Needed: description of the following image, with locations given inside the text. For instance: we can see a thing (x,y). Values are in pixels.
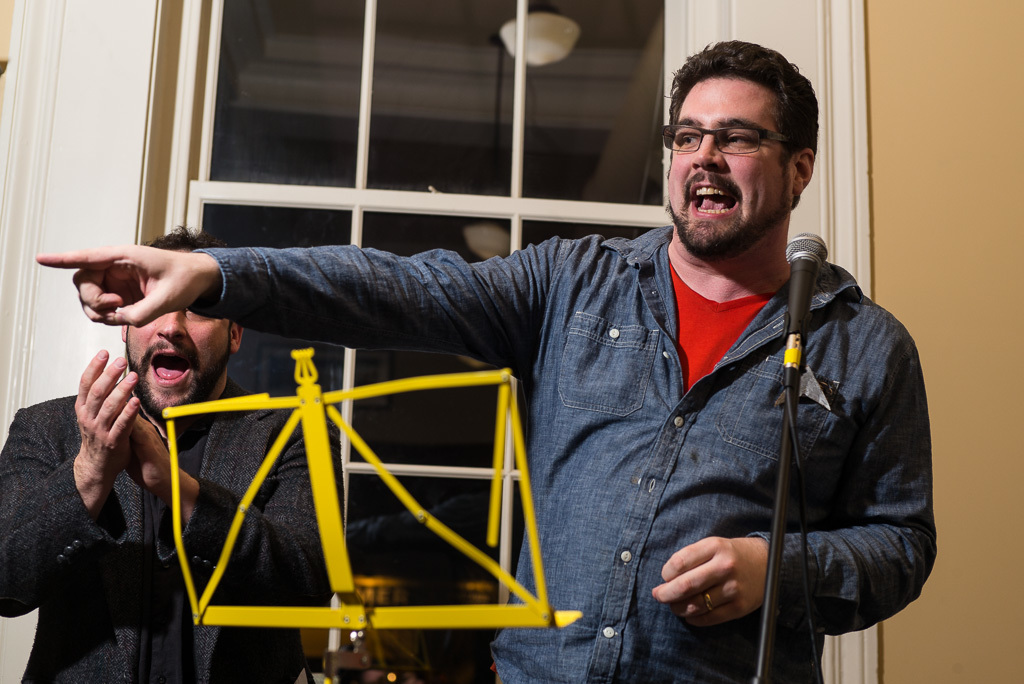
As we can see in the image there is wall (909,137), window (581,68) and two people (242,433) standing. The person (747,415) on the right side (746,433) is wearing blue color jacket (745,420) and the person (233,467) on the left side (205,514) is wearing black color jacket (22,558).
